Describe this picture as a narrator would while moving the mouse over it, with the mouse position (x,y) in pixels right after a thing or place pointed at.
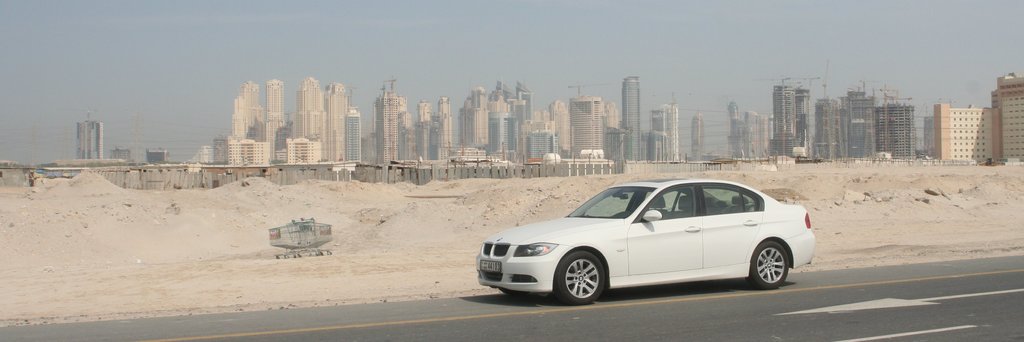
In the foreground (614,310) we can see the road (892,289). Here we can see a car (659,267) on the road (1018,284). In the background (240,122), we can see the tower buildings (776,103). Here we can see the sand (514,204). Here we can see the fence (477,170).
